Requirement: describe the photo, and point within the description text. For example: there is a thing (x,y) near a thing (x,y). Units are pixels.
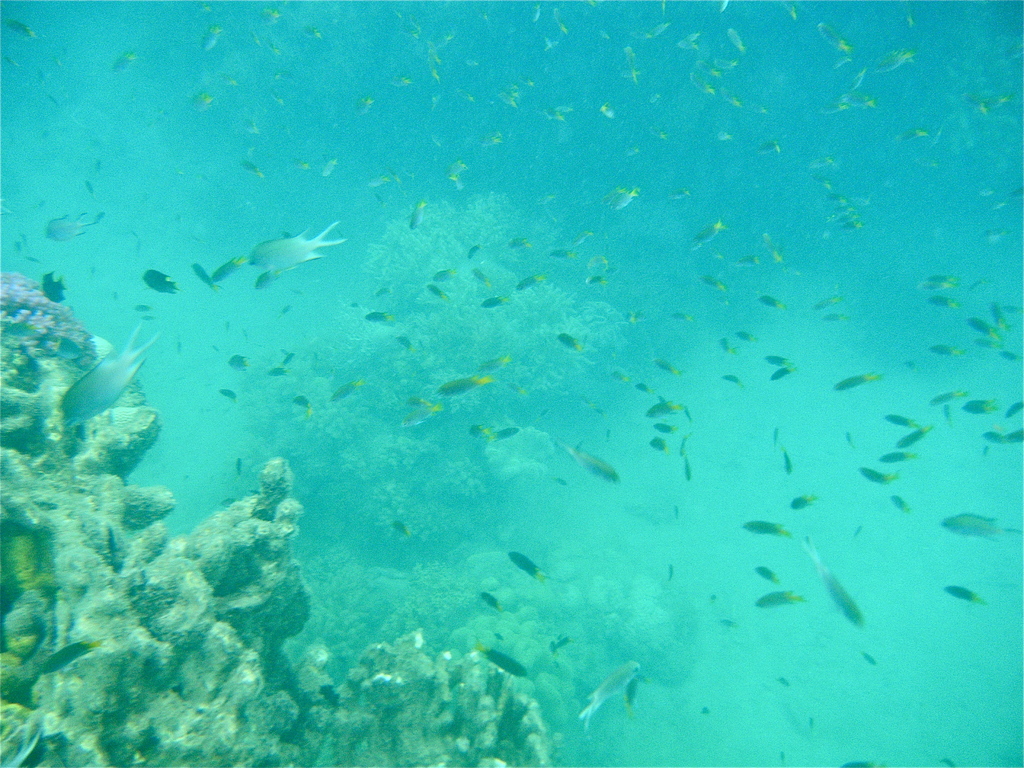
In the picture we can see a deep sea (900,650) in the water (97,267), in it we can see some water plants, stones (57,764) and different kinds of fishes (956,592).
